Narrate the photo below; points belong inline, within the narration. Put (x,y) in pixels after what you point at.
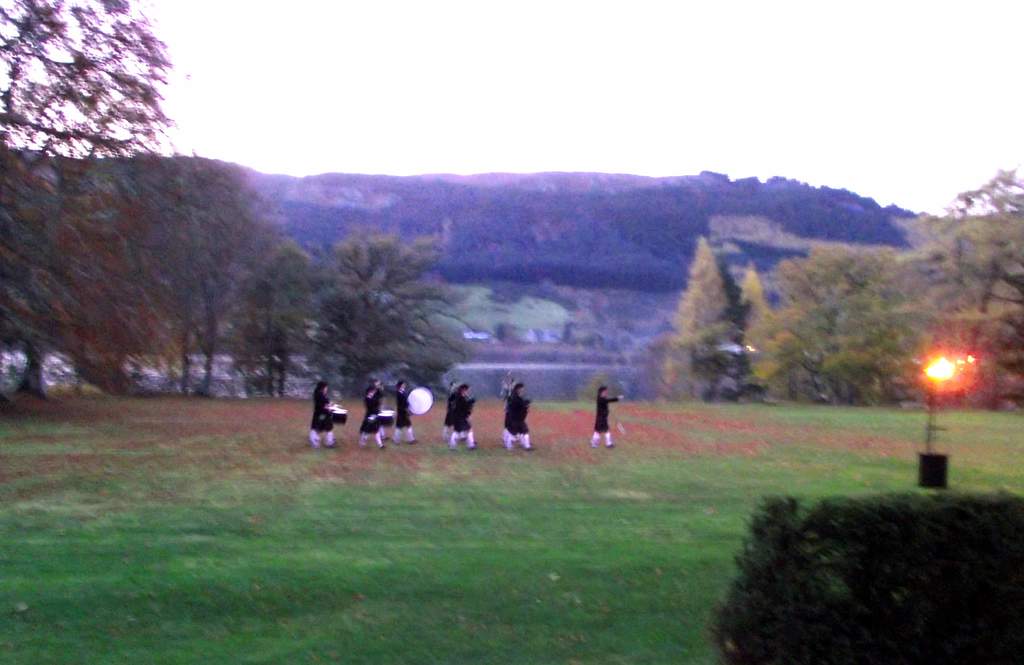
In the image there are a group of people (400,420) walking on the land (526,510) covered with grass (570,478) and some of them are holding some drums (409,408) and in the background (214,265) there are trees (872,263) and mountains (500,249).
